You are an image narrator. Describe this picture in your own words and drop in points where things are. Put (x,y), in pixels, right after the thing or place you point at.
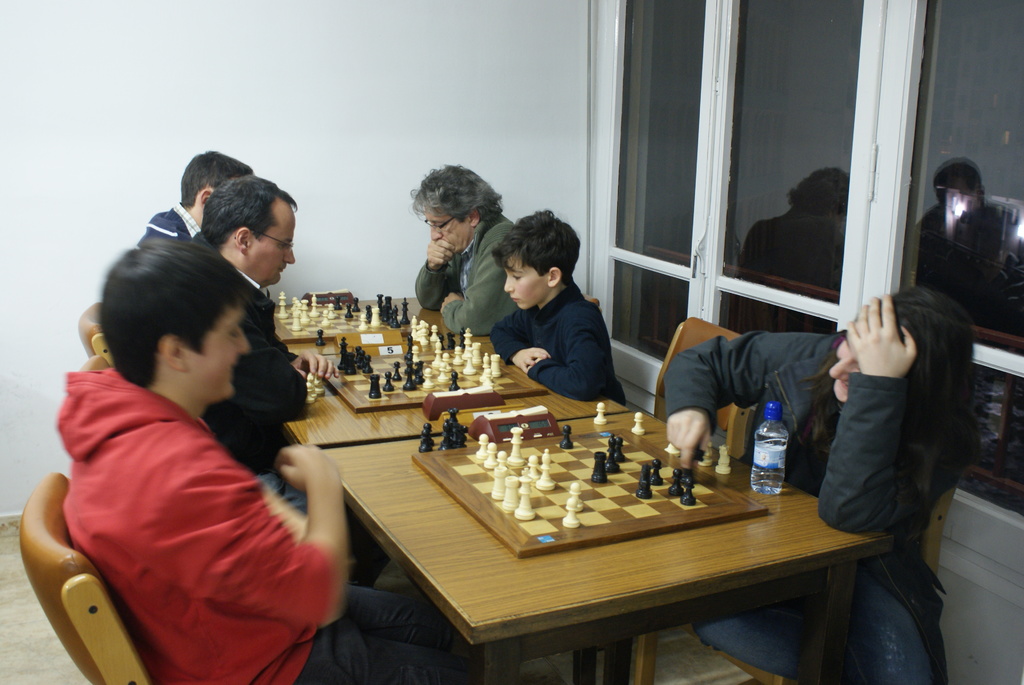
6 people (590,376) are playing the chess (720,461) by sitting on the chairs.
